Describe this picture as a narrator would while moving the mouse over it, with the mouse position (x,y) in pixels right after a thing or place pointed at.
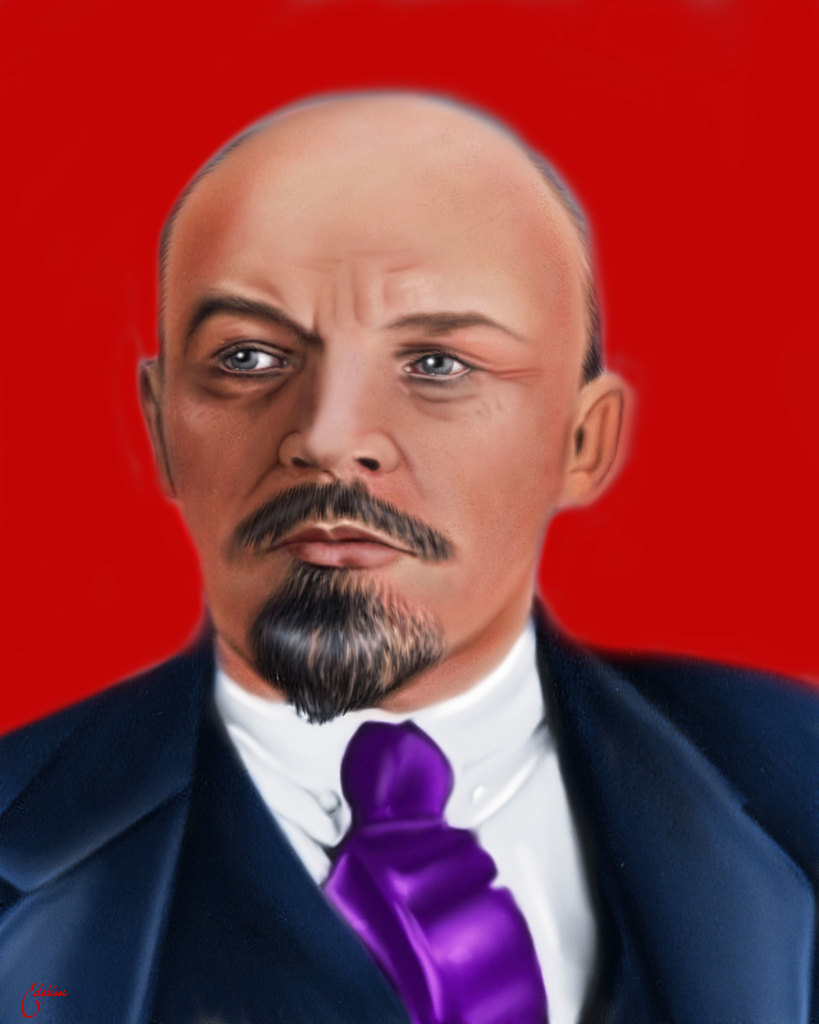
In this image we can see a person (326,691) wearing a suit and also we can see the red color background (806,114).
